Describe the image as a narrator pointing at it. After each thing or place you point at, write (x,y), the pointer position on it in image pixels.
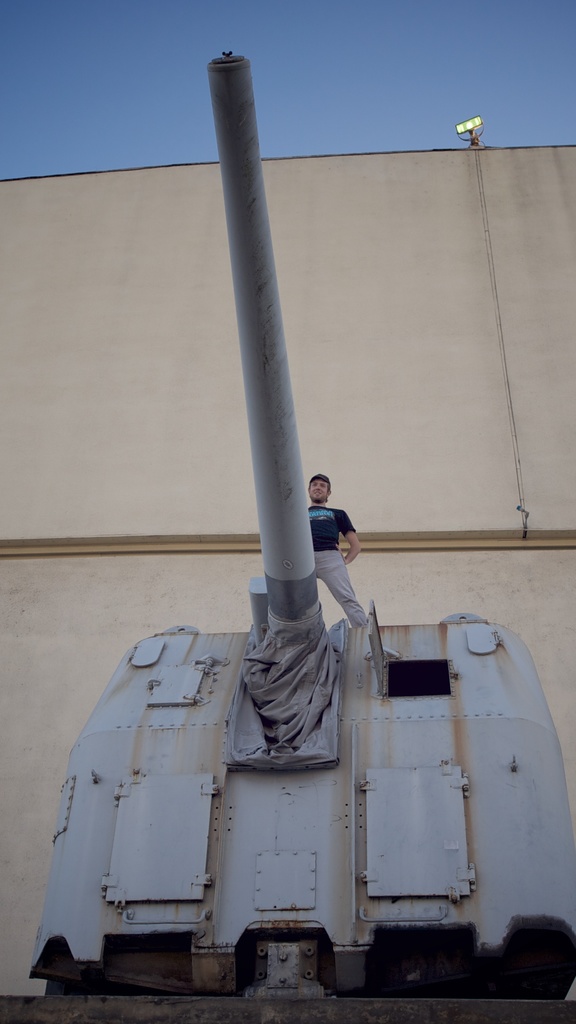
In this image there is a gun turret (265,669), there is a person (313,513) standing on the turret (290,500), there is a wall (344,496) behind the person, there is a light (479,119) on the wall (479,200), there are wires (516,437), at the top of the image (445,89) there is the sky (398,70) truncated.
